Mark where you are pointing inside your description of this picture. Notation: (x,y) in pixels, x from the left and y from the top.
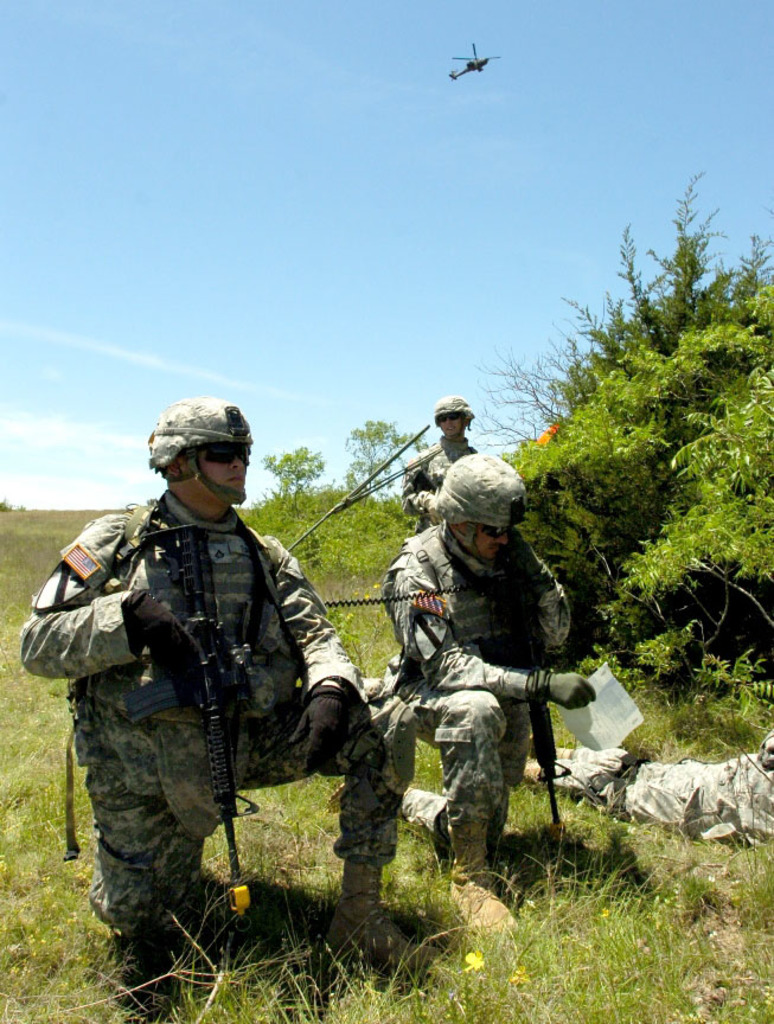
On the left side (168,451), there is a person (158,448) in uniform (103,611), holding a gun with a hand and kneeling down with a leg (163,825) on the ground (113,961), on which there is grass (280,927). On the right side (526,612), there is another person (393,589) in uniform (477,619), holding a paper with a hand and kneeling down with a leg (484,777) on the ground (539,868). Beside him, there is another person (651,794) lying on the ground (773,844). In the background (729,360), there is another person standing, there are trees (727,325), plants (320,503) and grass (372,589) on the ground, there is a helicopter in the air (439,239) and there are clouds (170,374) in the blue sky (360,164).
